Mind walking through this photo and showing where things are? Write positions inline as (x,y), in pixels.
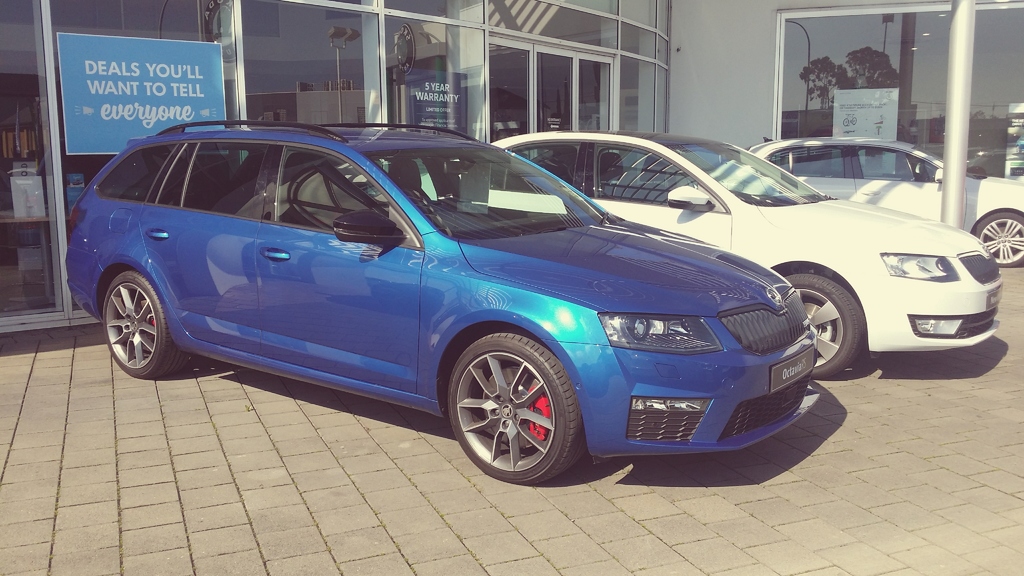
This picture is clicked outside. In the center (520,265) we can see the cars (570,243) parked on the pavement (377,452). In the background (700,62) we can see the wall (696,74), text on the banners (446,82) and we can see the wall (712,67) of the building (772,48) and we can see the reflection (884,45) of the sky (801,65) and the reflection (843,60) of trees (845,75) and some other objects (901,58) on the glass (885,32) and we can see many other objects (23,156).
